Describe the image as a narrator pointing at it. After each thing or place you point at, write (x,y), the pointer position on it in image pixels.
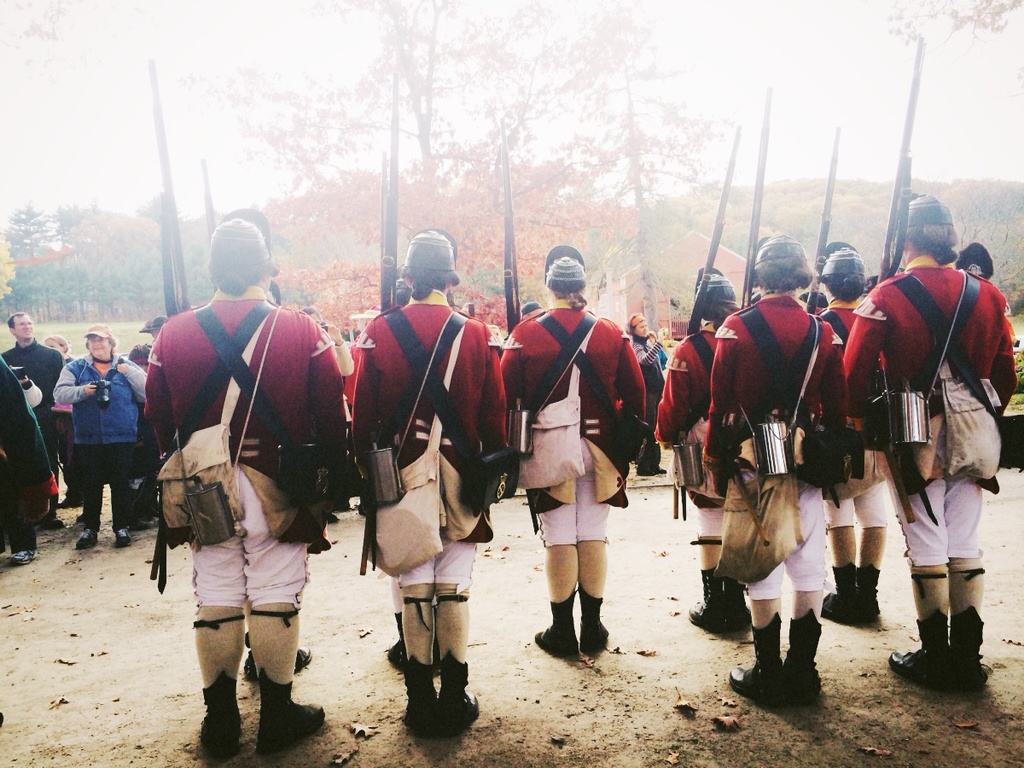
In this image I see number of people (451,324) in which, these people (380,351) are wearing same dress (358,413) and holding guns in their hands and I see the ground (1001,543). In the background (69,287) I see the trees (490,210) and I see the grass (67,324) over here.
